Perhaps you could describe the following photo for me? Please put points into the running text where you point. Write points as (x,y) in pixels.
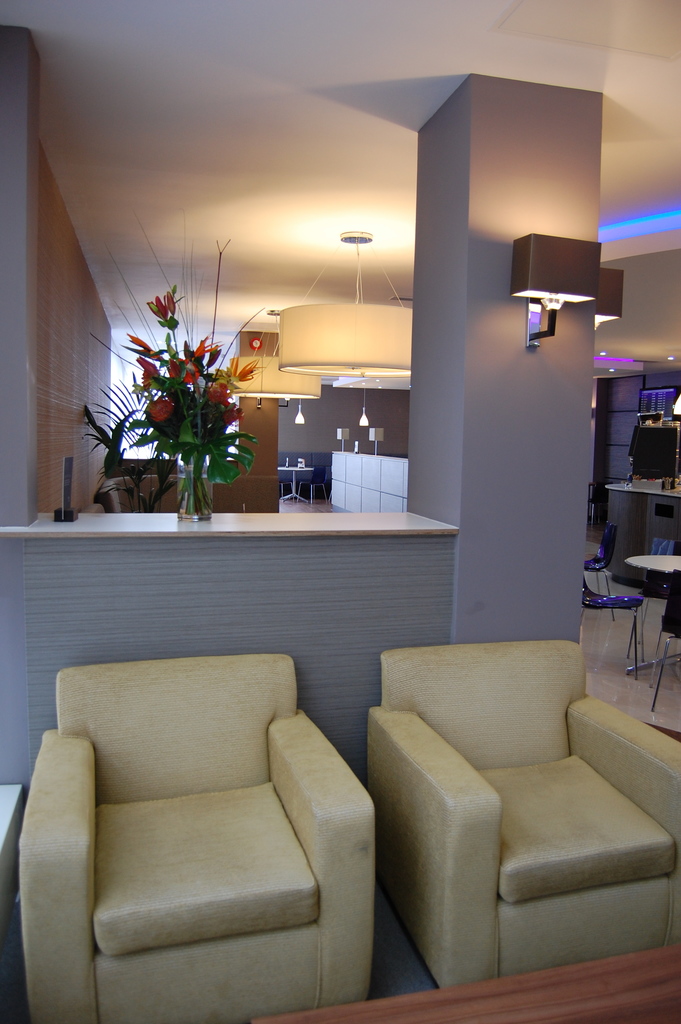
In the image we can see there are chair (454,807) and at the back (506,424) there is a pillar (489,180) on which there is a pillar lamp (564,276) and there is a flower bouquet (199,413) in the glass (192,489).
